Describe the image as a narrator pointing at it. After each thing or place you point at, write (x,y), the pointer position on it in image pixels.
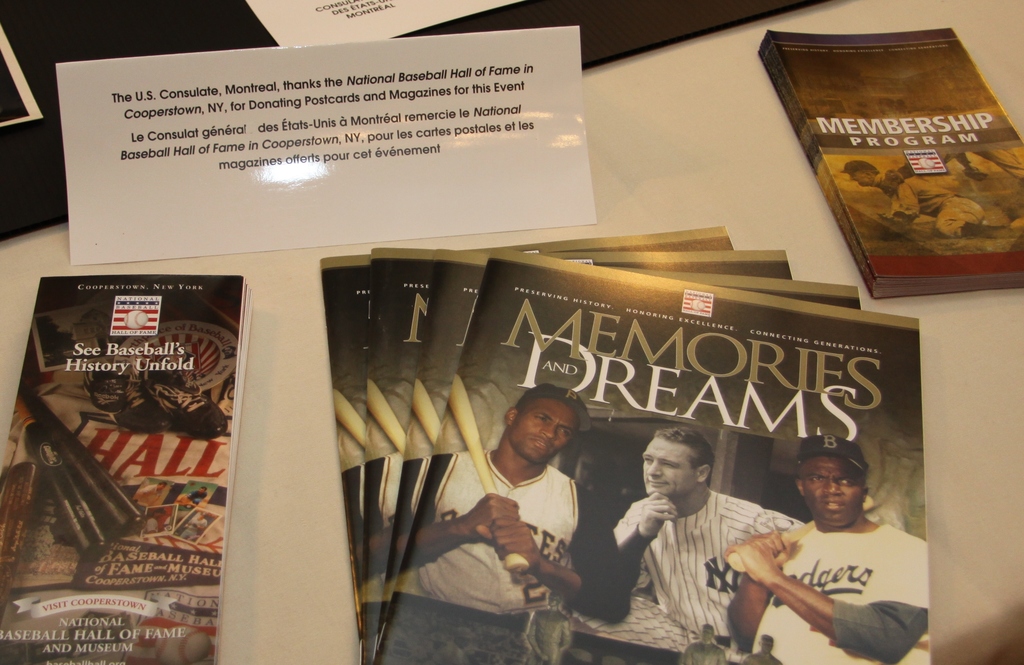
In this image we can see magazine (566,470), pamphlet (95,458) and book (823,160) is kept on a white color surface (702,159).
